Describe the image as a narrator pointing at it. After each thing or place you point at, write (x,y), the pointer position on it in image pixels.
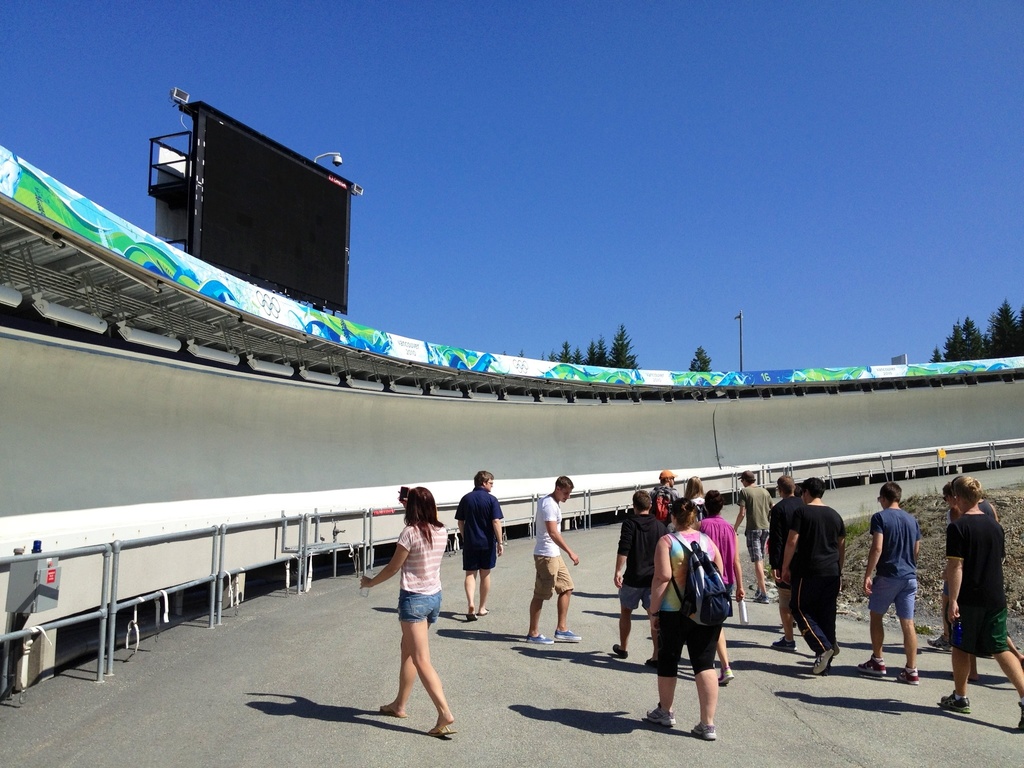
There are group of people (557,539) walking. I think this is the grass (1017,525). This looks like a scoreboard (306,297). These are the trees (967,332). This is the wall (543,449).
